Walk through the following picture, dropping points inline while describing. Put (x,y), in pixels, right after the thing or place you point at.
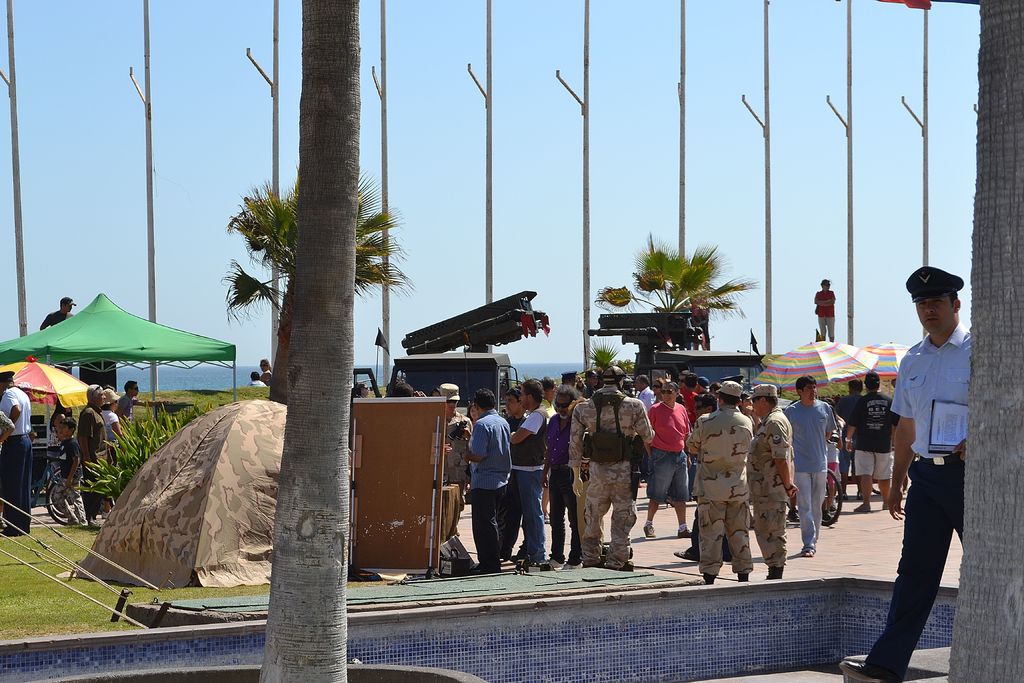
In this image there are people (605,451) standing on a pavement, in the background (54,202) there are tents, poles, trees (986,195) and the sky (504,139).
